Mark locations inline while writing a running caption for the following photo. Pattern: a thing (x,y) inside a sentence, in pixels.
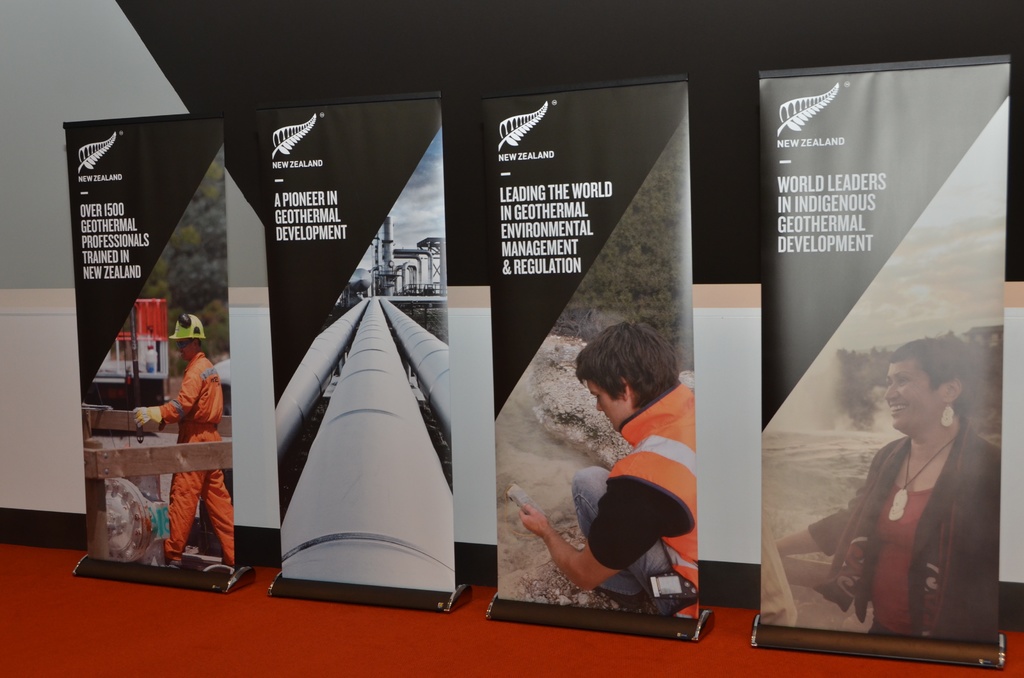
In this picture there are four banners (635,356) which are placed near to the wall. At the bottom (581,665) I can see the red carpet (328,662). On the right banner (895,363) there was a woman (964,401) who is standing near to the water flow (851,459). Beside that banner (831,458) I can see the man (660,446) who is the holding the mobile phone (522,511). On the left (191,512) I can see the worker (187,499) who is standing near to the wooden fencing (111,467). Beside that banner (152,438) I can see the pipes (392,355) and factory (378,259).
